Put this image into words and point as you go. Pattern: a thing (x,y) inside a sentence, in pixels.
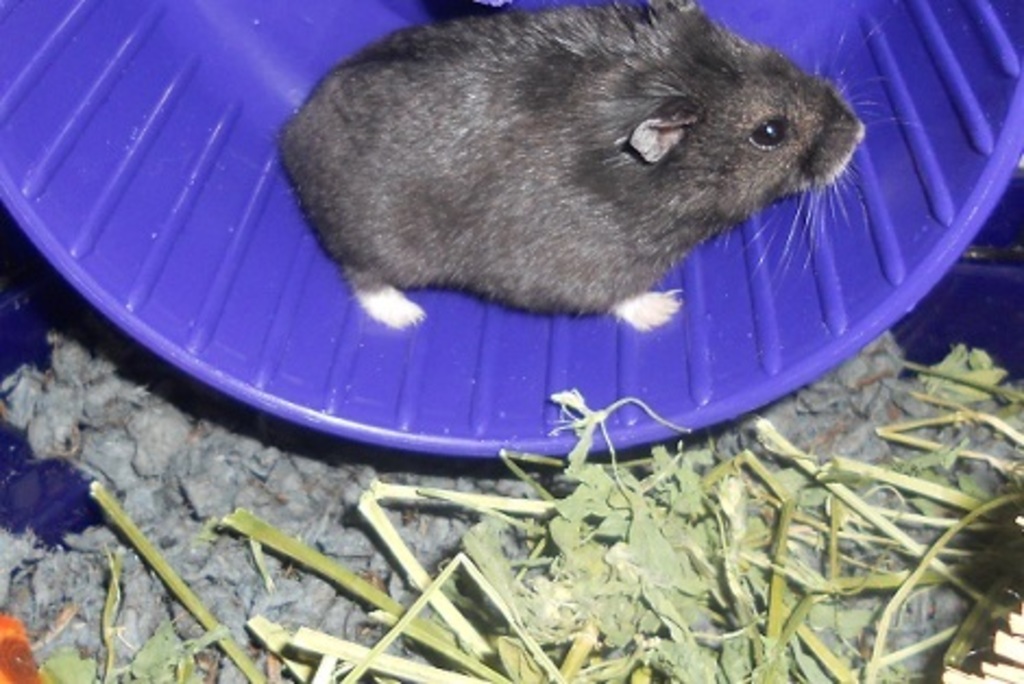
In the image there is a hamster (521,150) on the purple surface (836,312) and there is some grass (645,536) beside the hamster (563,237).
